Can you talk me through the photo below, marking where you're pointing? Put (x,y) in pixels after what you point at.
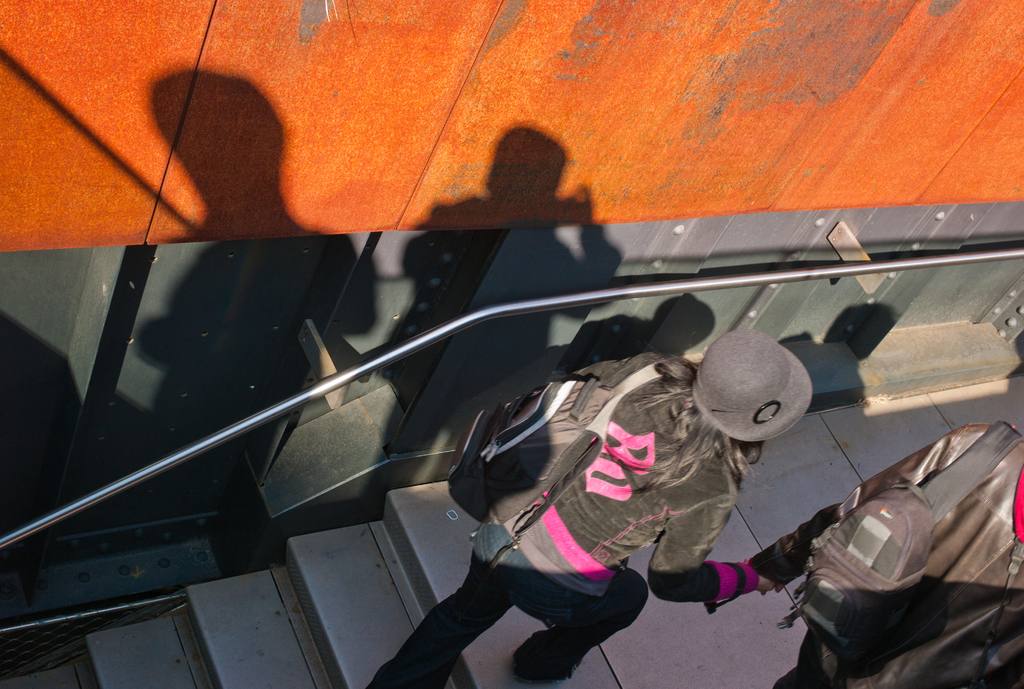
There are two people (618,530) walking and carrying bags (982,462) and we can see steps (233,629) and rod (675,283). We can see shadows (215,240) of people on the wall (205,199).
